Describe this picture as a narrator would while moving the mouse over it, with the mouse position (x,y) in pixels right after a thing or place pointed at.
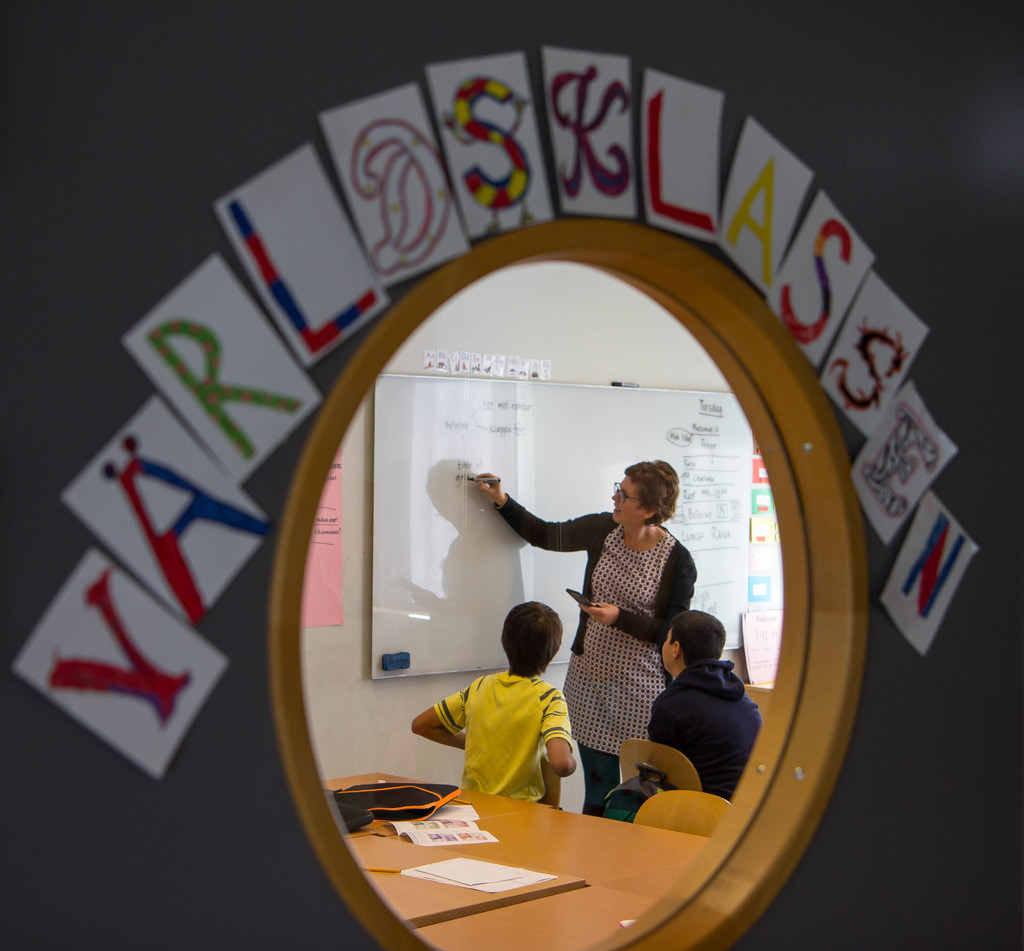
There are three people (742,734) in a classroom (735,739). In the center (669,510) we have a woman (606,671). She writes with a pen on the whiteboard (602,496). There is a table (539,807). There is a paper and bag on a table (504,833).
